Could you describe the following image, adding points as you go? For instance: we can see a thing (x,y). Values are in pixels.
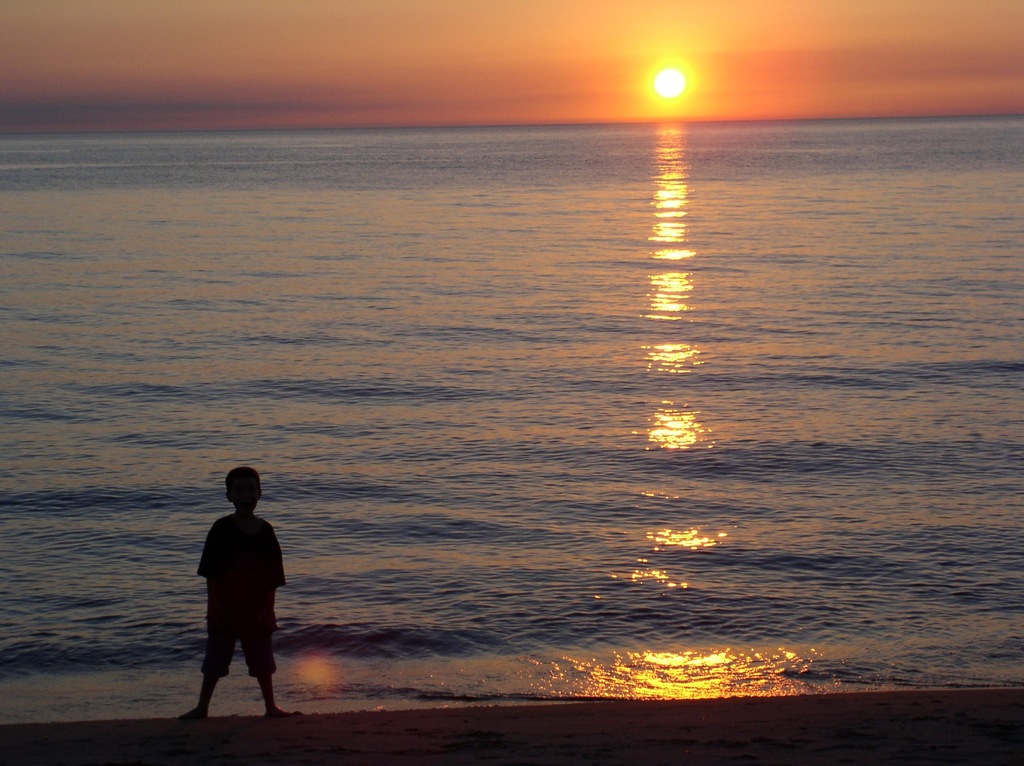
In this image we can see a kid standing on the ground (547,740) at the water (414,427). In the background (601,67) we can see sun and clouds (206,98) in the sky (515,66).
